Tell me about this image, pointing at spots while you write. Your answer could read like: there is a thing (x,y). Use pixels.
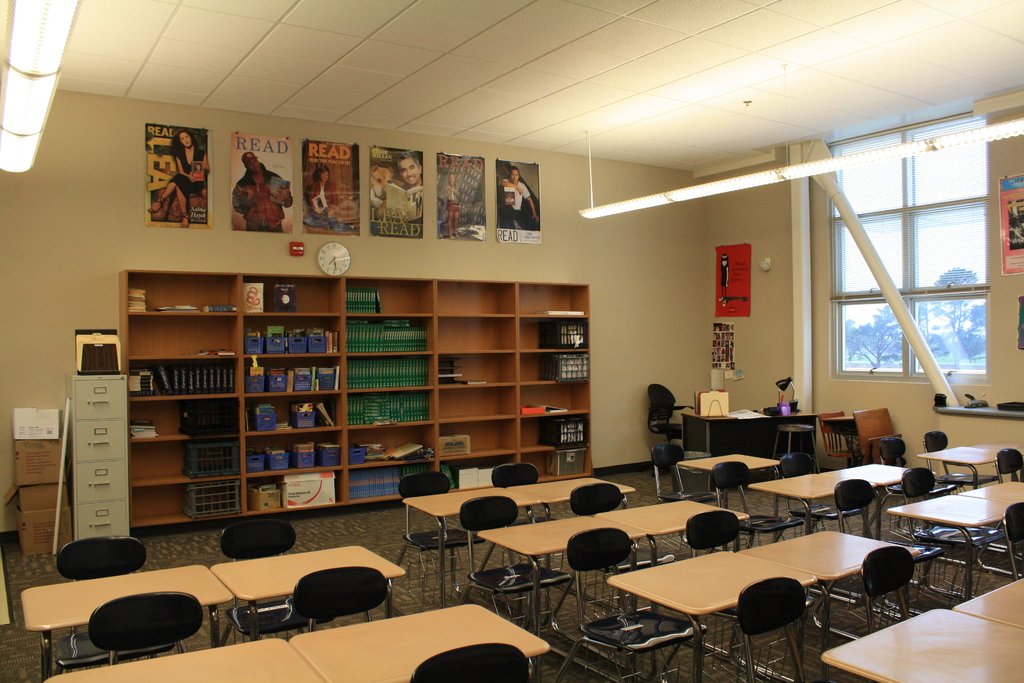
In this picture we can see some tables (504,635) and chairs (754,608) here, in the background (569,310) there is a wall (596,282) and racks (401,355), we can see some books (376,330) on this racks (383,319), there are wall posters (502,226) here, we can see lights (795,177) here, on the right side (881,292) there is a glass window (937,299), from the glass (967,330) we can see trees (879,337), there is ceiling (776,24) at the top of the picture (731,25).
